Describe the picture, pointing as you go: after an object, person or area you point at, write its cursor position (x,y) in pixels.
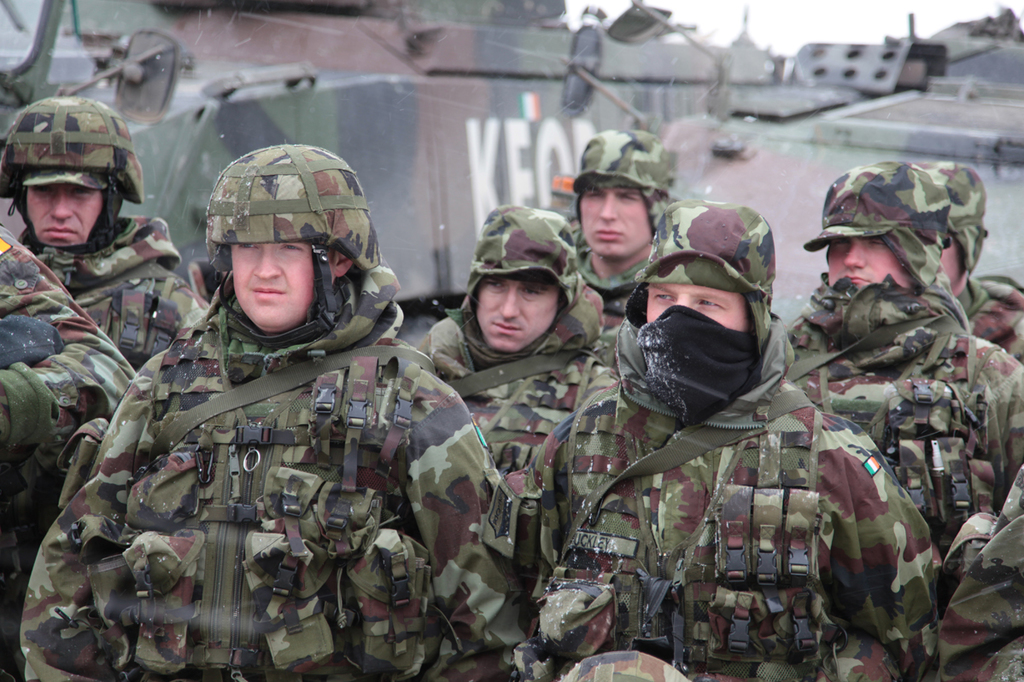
In the middle of the image (672,244) few people (362,681) are standing and watching. Behind them there are some vehicles (665,50). Top right side of the image (978,19) there is sky (761,19).
